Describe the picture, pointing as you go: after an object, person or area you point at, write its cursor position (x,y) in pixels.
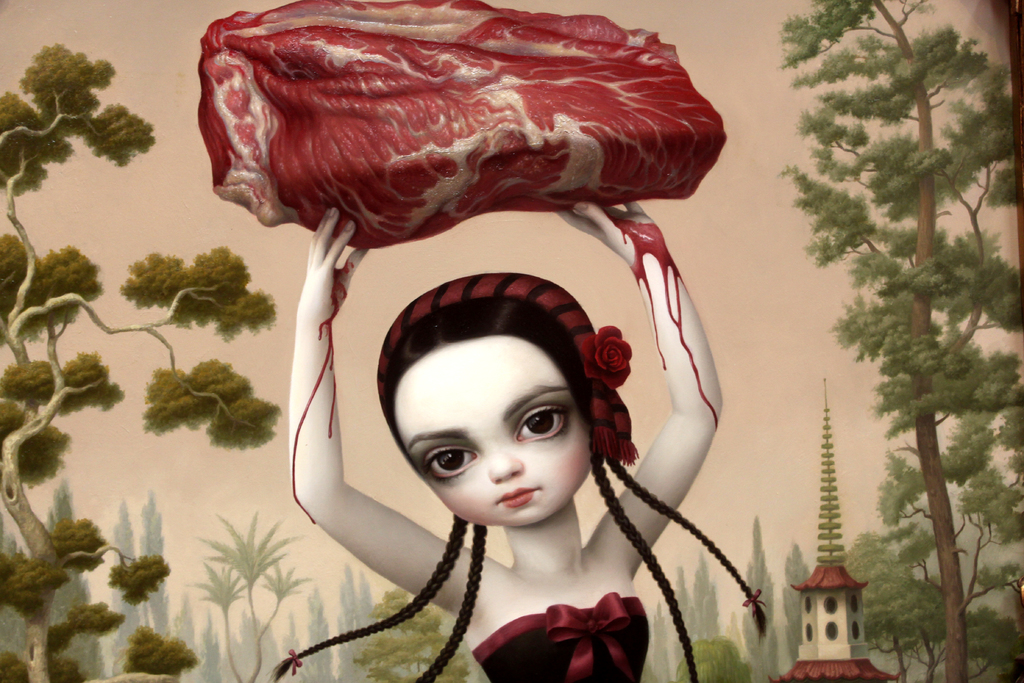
In this image, we can see some trees (927,363). There is a person (493,466) in the middle of the image (669,317) carrying some meat (399,139). There is a tower (821,620) in the bottom right of the image (844,629).
